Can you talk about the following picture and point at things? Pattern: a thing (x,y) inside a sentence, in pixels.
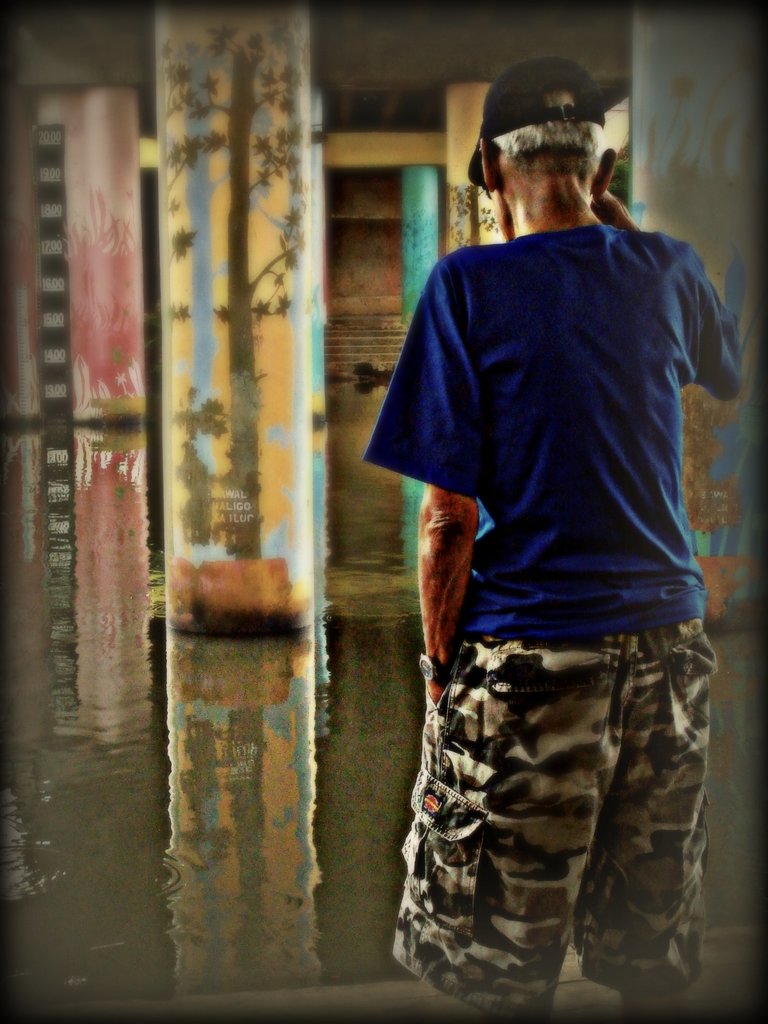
In this image we can see an edited picture of a person (562,337) wearing the cap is standing on the ground (581,995). In the background (60,254), we can see a board (60,270) with numbers (60,353) and some poles (710,118).
